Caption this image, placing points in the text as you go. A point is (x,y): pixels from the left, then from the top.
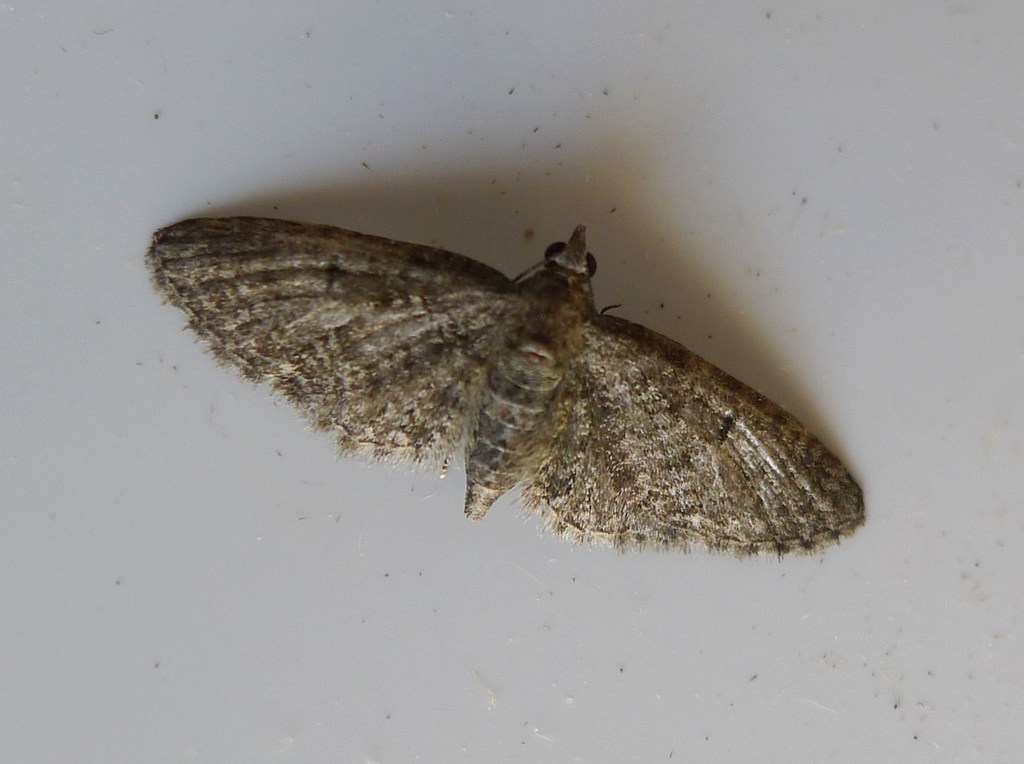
In this image we can see one insect (443,380) on the surface (319,438).
